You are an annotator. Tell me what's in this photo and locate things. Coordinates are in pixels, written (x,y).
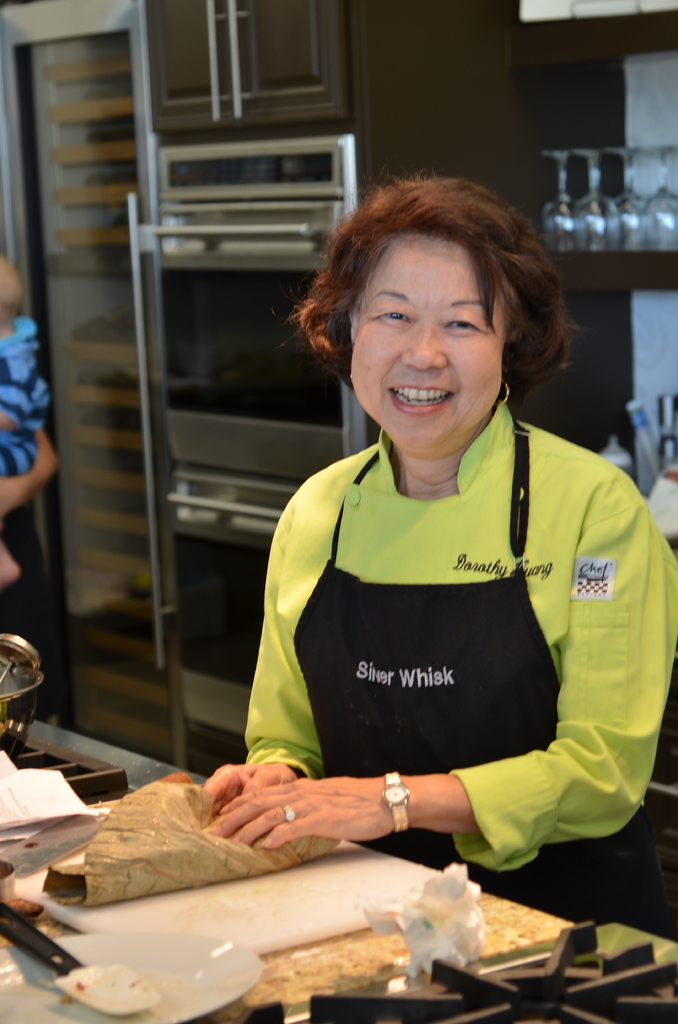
This is an inside view. On the right side (473,650) there is a woman (495,732) smiling and giving pose for the picture. In front of her there is a table (268,957) on which a wrapped bundle (125,856), cutting board (253,920), plate (174,977), spoon (138,989), papers (45,815), bowls (25,718) and some other objects (23,847) are placed. On the left side (36,555) there is a person (45,622) carrying a baby (11,392). At the back of this woman (568,548) there are few glasses (625,232) and the other objects (647,432) in a rack (624,46). In the background (193,190) there are few ovens (215,493). At the top (279,37) there is a cupboard (265,59).
